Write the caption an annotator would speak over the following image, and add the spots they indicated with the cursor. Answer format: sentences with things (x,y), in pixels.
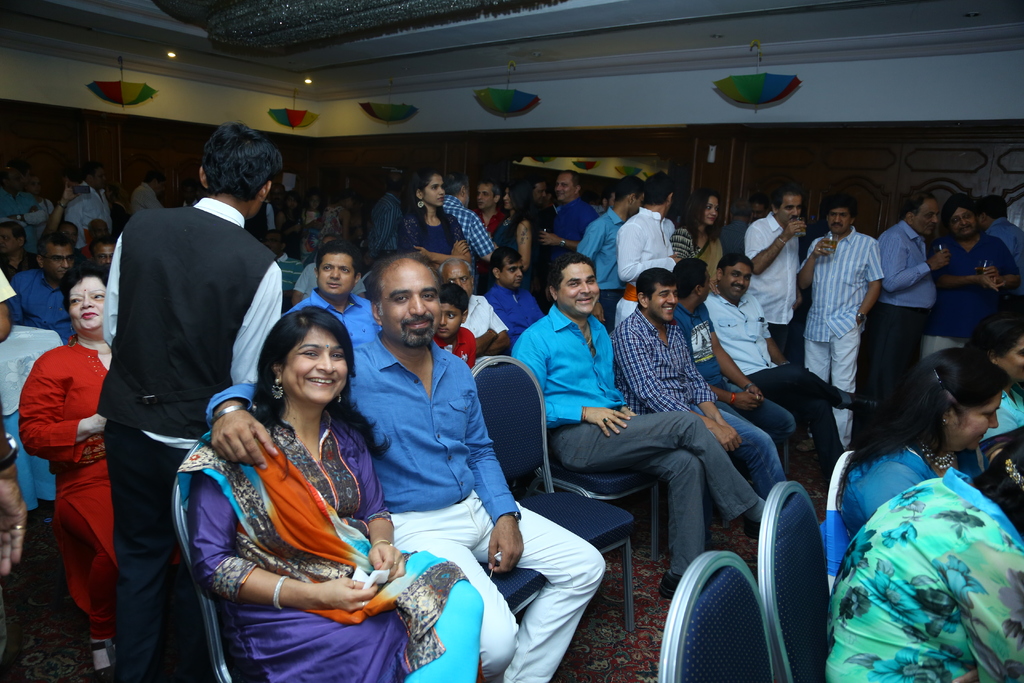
In the center of the image (453,382) we can see people (443,496) sitting on the chairs (534,454) and some of them are standing. We can see glasses (829,245) in their hands (816,247). At the top (790,82) there are lights (170,52) and we can see decors (751,91).
